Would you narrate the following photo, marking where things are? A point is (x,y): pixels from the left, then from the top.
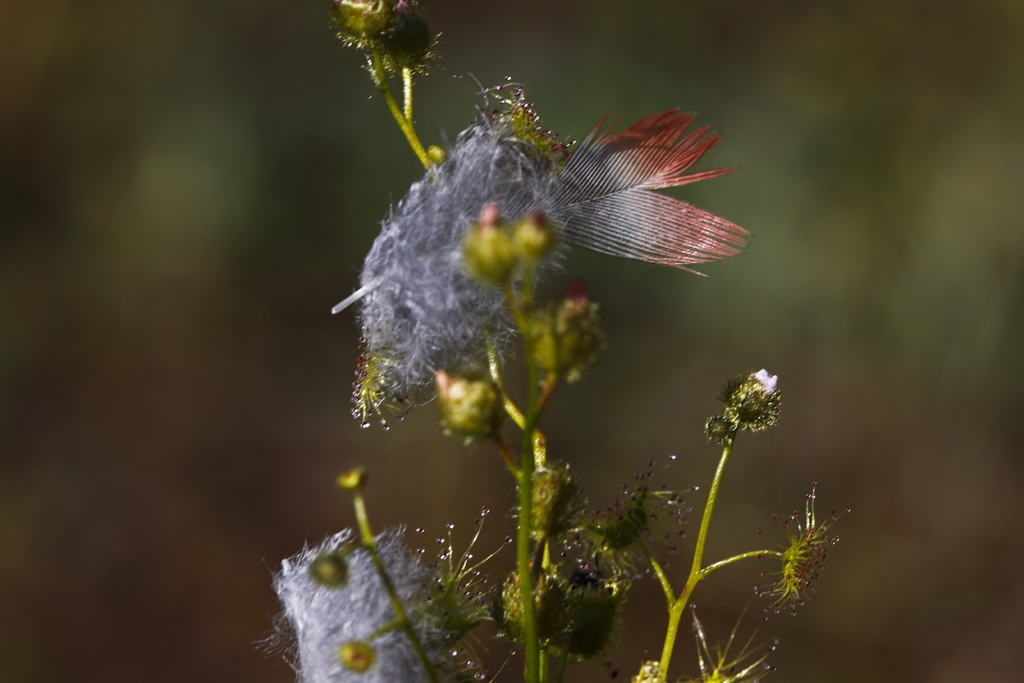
In this image we can see the stem (549,553), flowers (726,418) and two grey color objects (488,198). The background is blurry.
